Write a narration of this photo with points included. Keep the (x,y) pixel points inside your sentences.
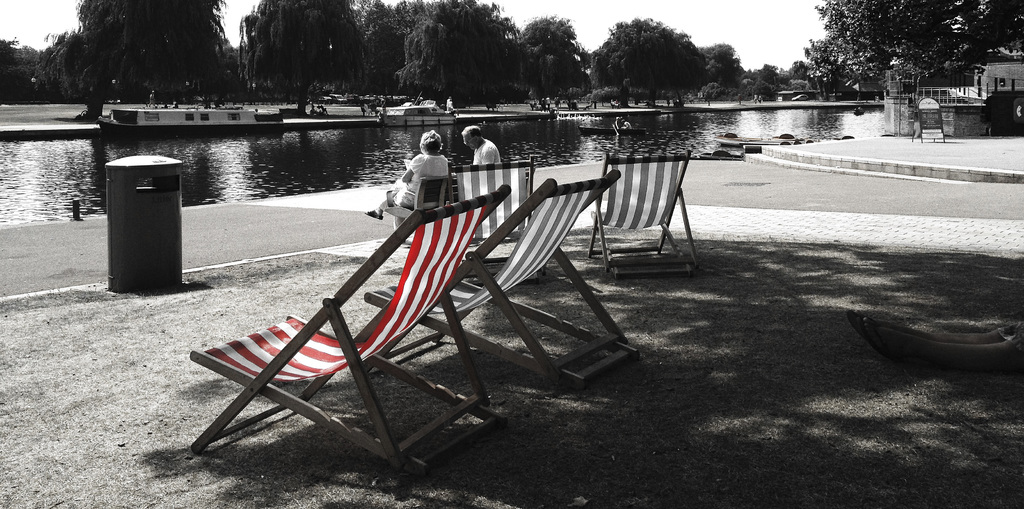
This image consists of chairs (599,186) made up of wood (600,183). In this image, we can see two persons (392,203) sitting and talking. In the middle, there is water (321,149) in which there are boats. At the top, there is a sky (598,4). At the bottom (212,384), there is grey grass (668,476).
